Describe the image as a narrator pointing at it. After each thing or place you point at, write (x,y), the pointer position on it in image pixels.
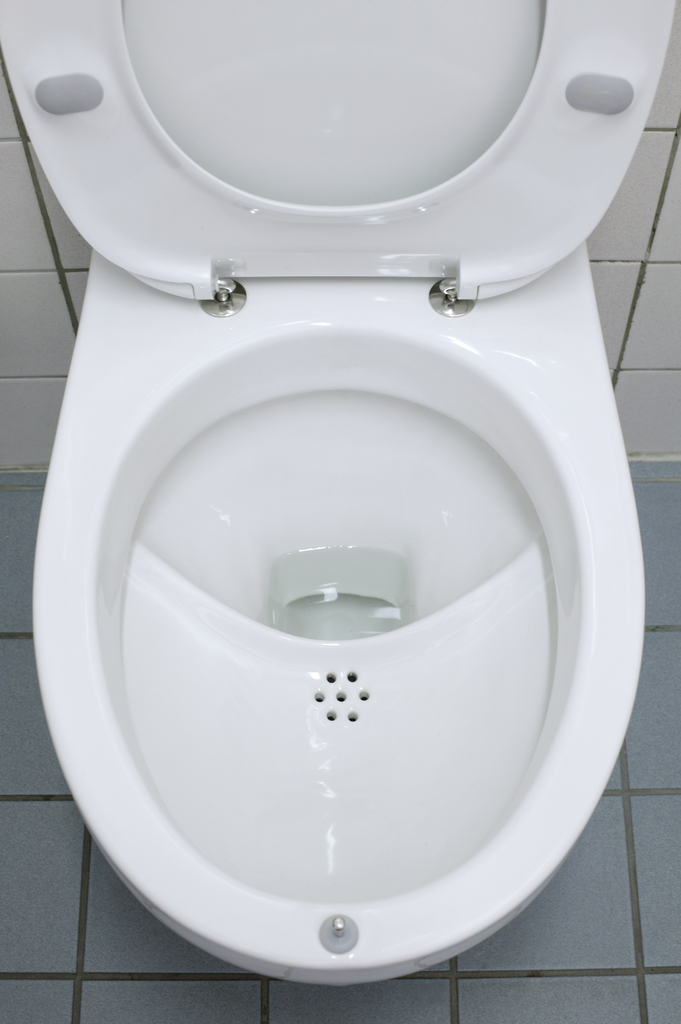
In the image there is a toilet seat (501,265) and around the toilet seat (490,265) there are tiles (653,341) in the washroom (275,798).
